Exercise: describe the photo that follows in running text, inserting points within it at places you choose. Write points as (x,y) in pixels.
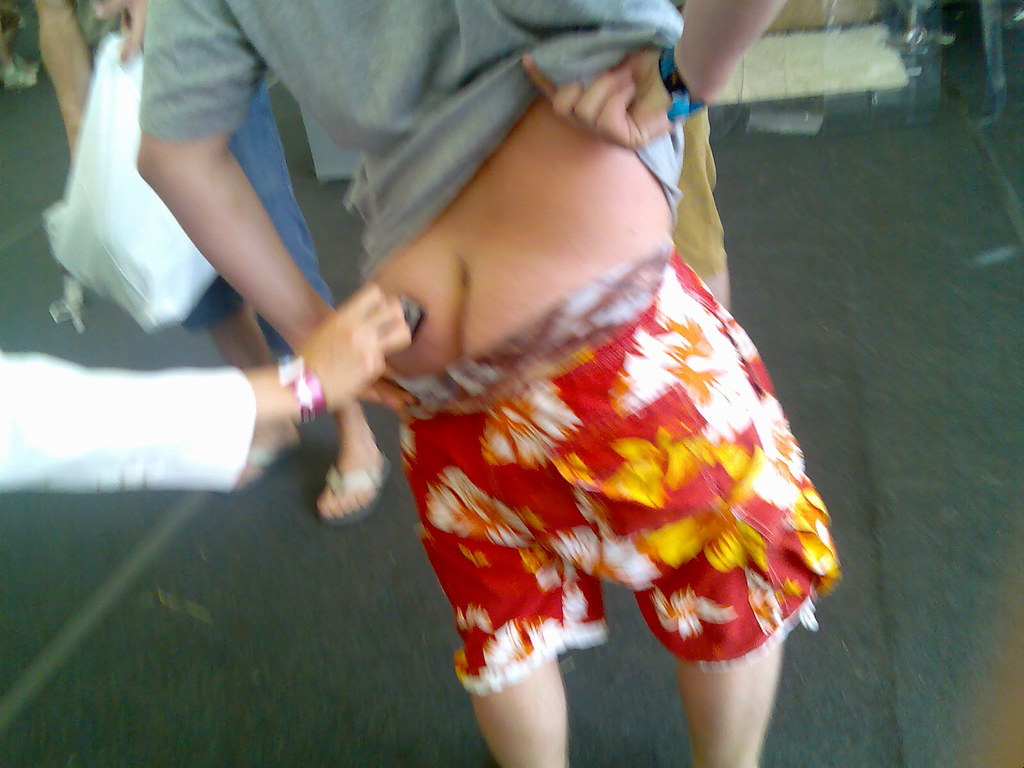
In this image we can see a person (547,320) is standing and he is wearing grey t-shirt (497,24) with red shorts (637,486) and one person (297,415) is stamping on his bum (424,349).
